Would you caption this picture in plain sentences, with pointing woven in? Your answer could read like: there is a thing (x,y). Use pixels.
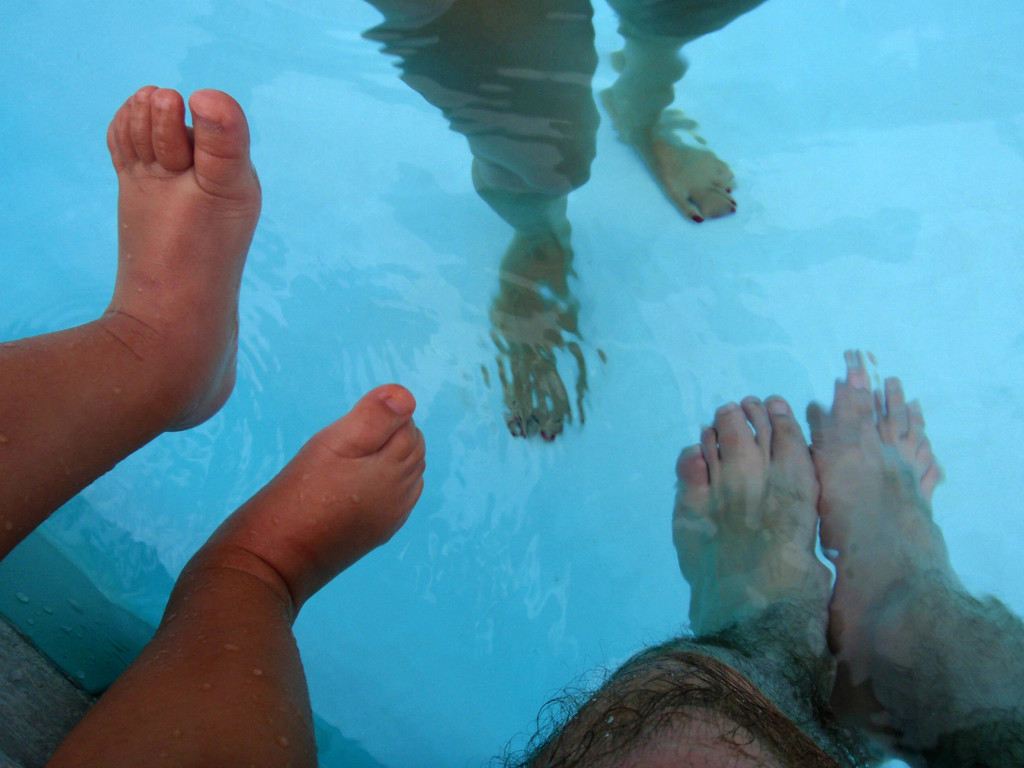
In this picture we can see two people legs (780,453) in the pool (606,431) which contains water (1021,431). On the left side of the image (210,693) we can see a kid legs (149,277).
